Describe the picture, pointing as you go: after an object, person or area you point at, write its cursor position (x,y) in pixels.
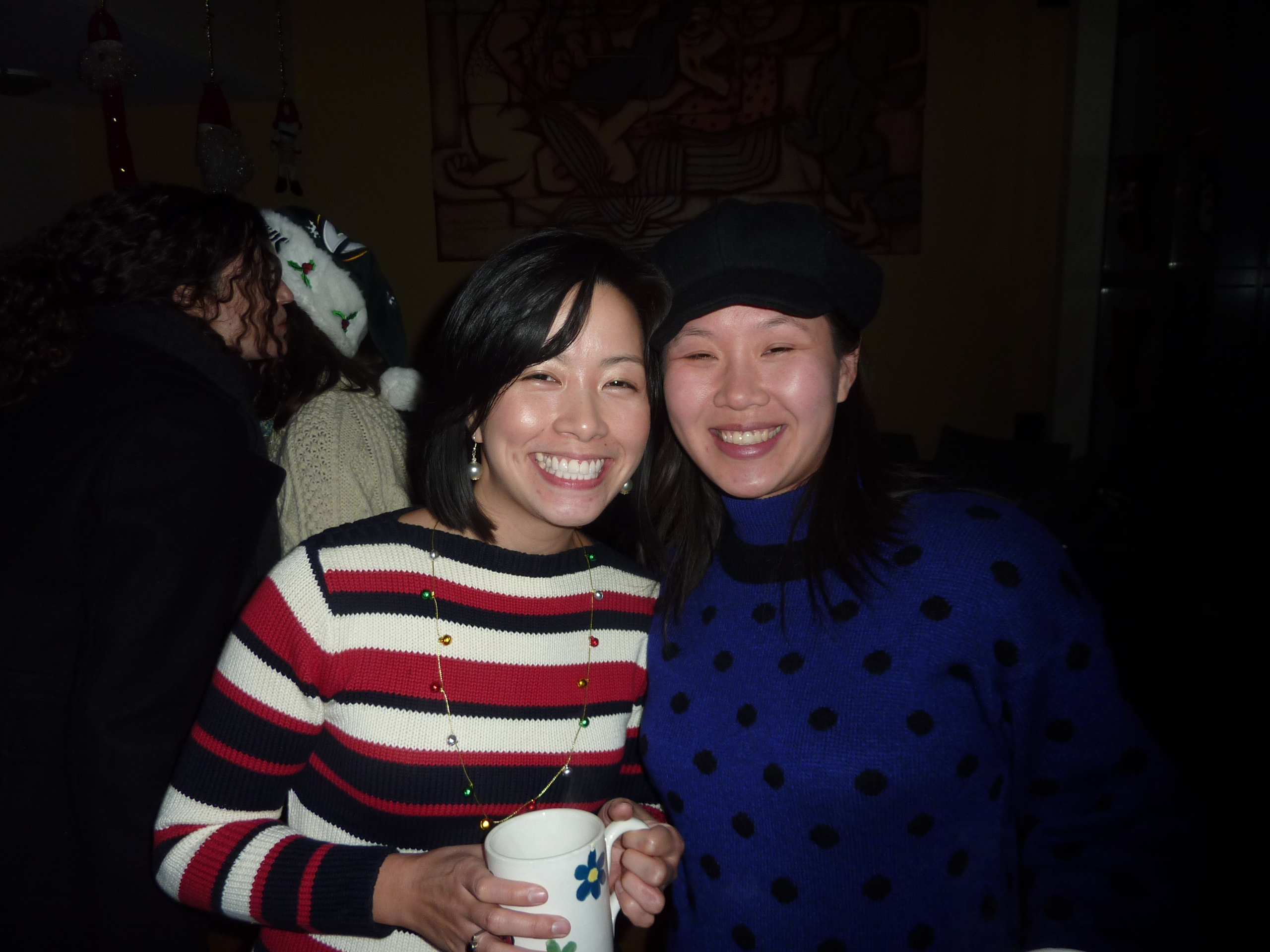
In this picture we can see two woman (387,677) where one is holding cup (522,857) in her hands (622,843) and they are smiling and in background (257,258) we can see some persons (321,284) and it is dark.
